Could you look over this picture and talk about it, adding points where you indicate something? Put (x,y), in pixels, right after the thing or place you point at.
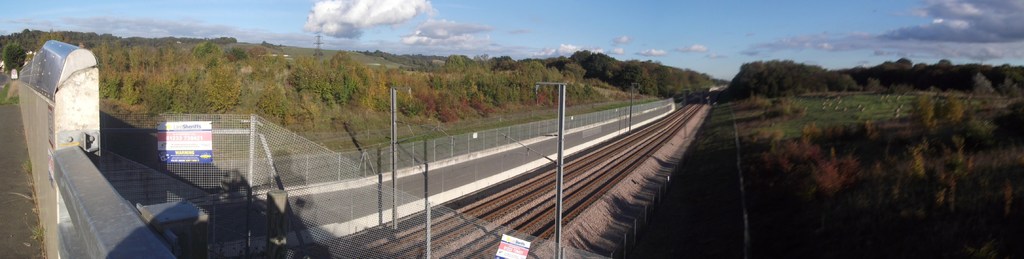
In this picture we can see the view of a railway track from the bridge (52,82) with iron fence (258,151) surrounded with trees (421,60) and grass (800,105) on either side. We can see a board (523,243), a tower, a signboard (503,240) & poles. The sky (300,32) is blue.
